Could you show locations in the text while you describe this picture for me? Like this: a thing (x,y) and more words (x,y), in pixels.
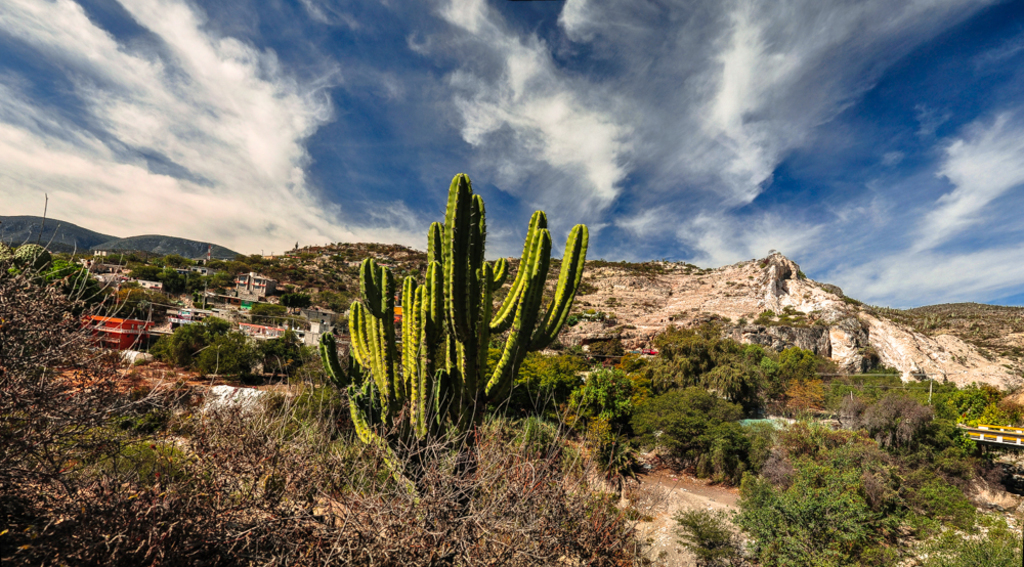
In this image I can see few plants (467,445) and trees (713,393) in green color. In the background (836,347) I can see few buildings (216,305), mountains (820,347) and the sky (459,102) is in blue and white color.
